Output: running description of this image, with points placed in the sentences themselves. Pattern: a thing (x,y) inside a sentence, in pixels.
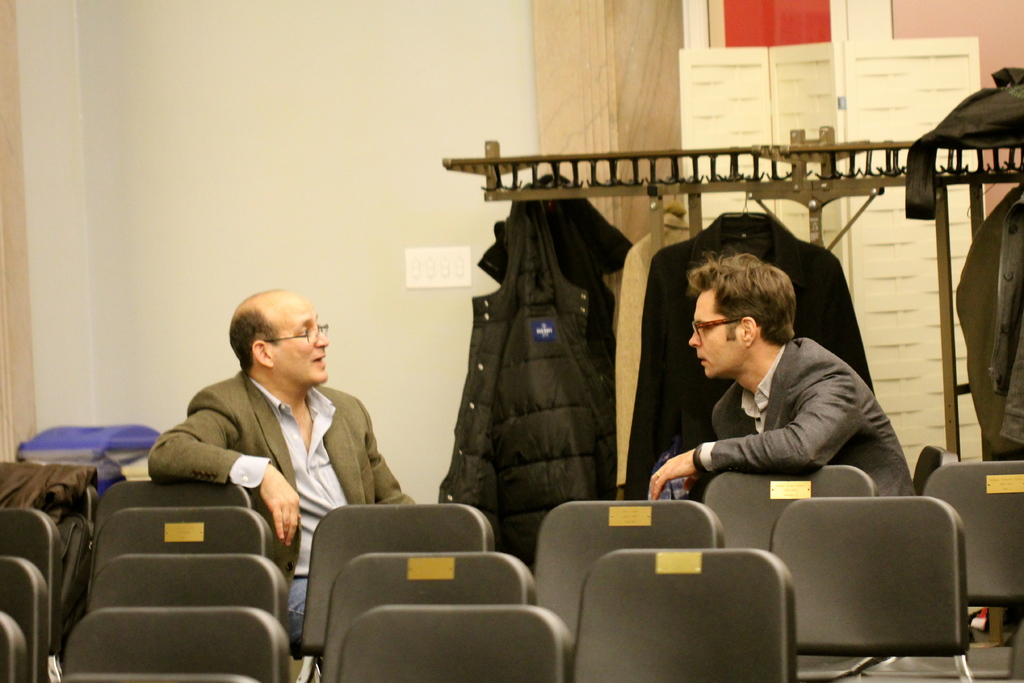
In a room (145,507) there are so many chairs (774,554) and two people (864,401) are sitting and talking behind them there is a hanger (658,199) and clothes (572,389) hanging to them.
